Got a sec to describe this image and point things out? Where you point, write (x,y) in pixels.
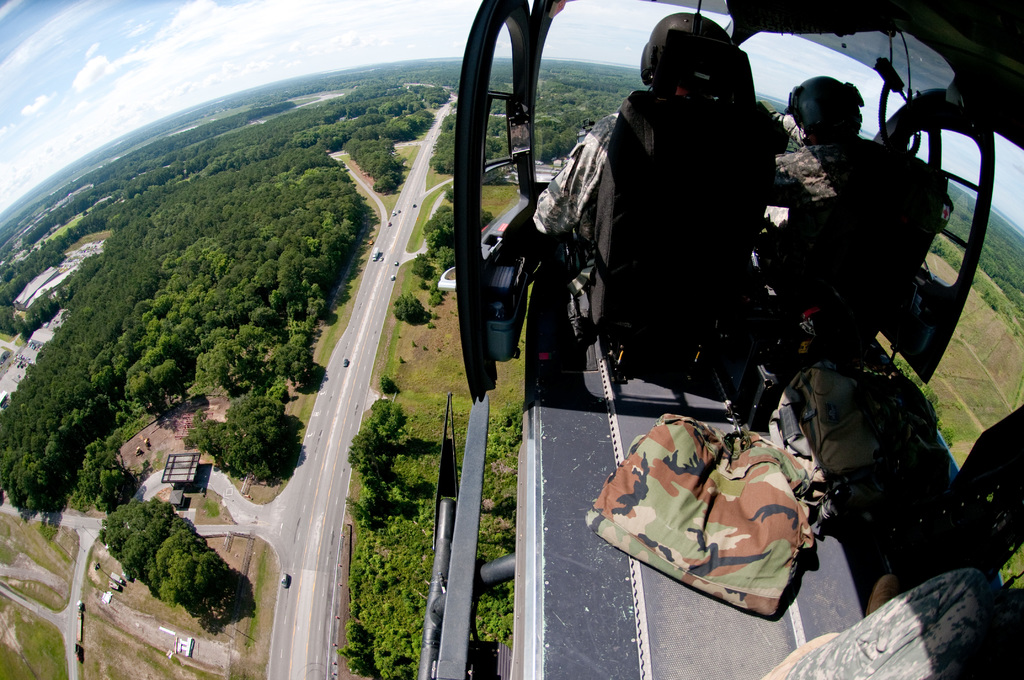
In this image, we can see few people (584,192) are riding a helicopter (635,626). Here we can see rods (443,545), bags (790,506) and few objects (745,374). Background (255,501) we can see roads (167,486), houses (187,470), vehicles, trees (502,634), plants (502,634) and grass (1008,327). Here we can see a cloudy sky (312,36).
